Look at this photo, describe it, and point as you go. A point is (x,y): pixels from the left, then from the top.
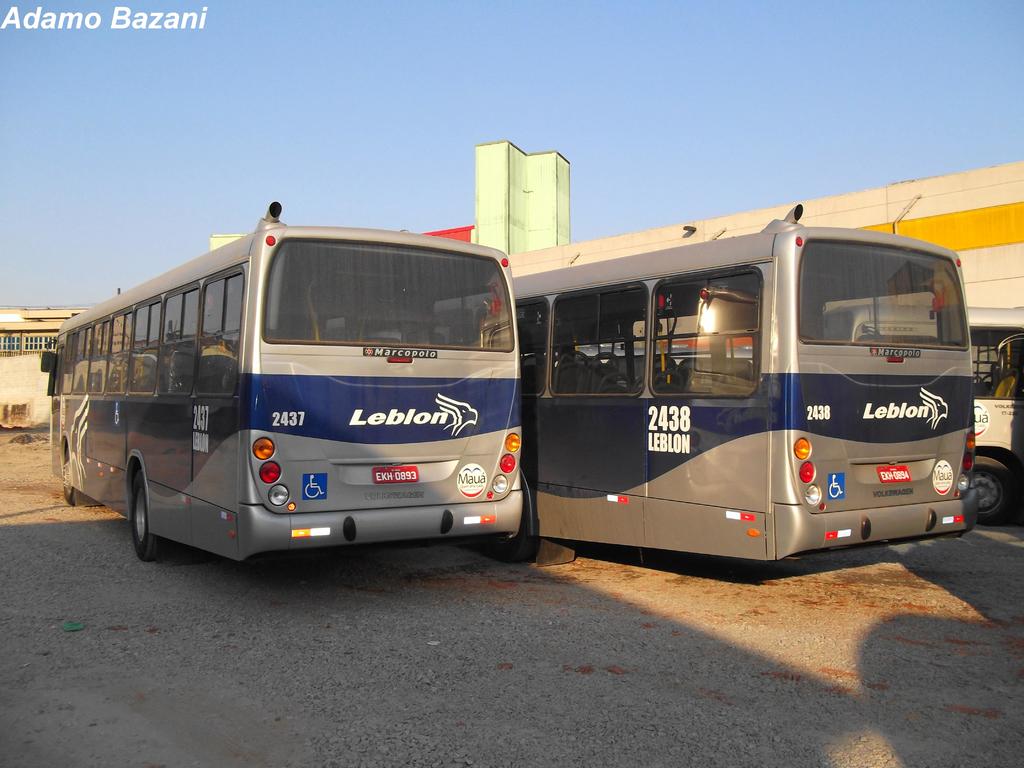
In this picture there are buses (598,267) in the center of the image (665,301) and there are buildings (507,189) in the background area of the image (39,365), there is sky (826,195) at the top side of the image (826,195).
